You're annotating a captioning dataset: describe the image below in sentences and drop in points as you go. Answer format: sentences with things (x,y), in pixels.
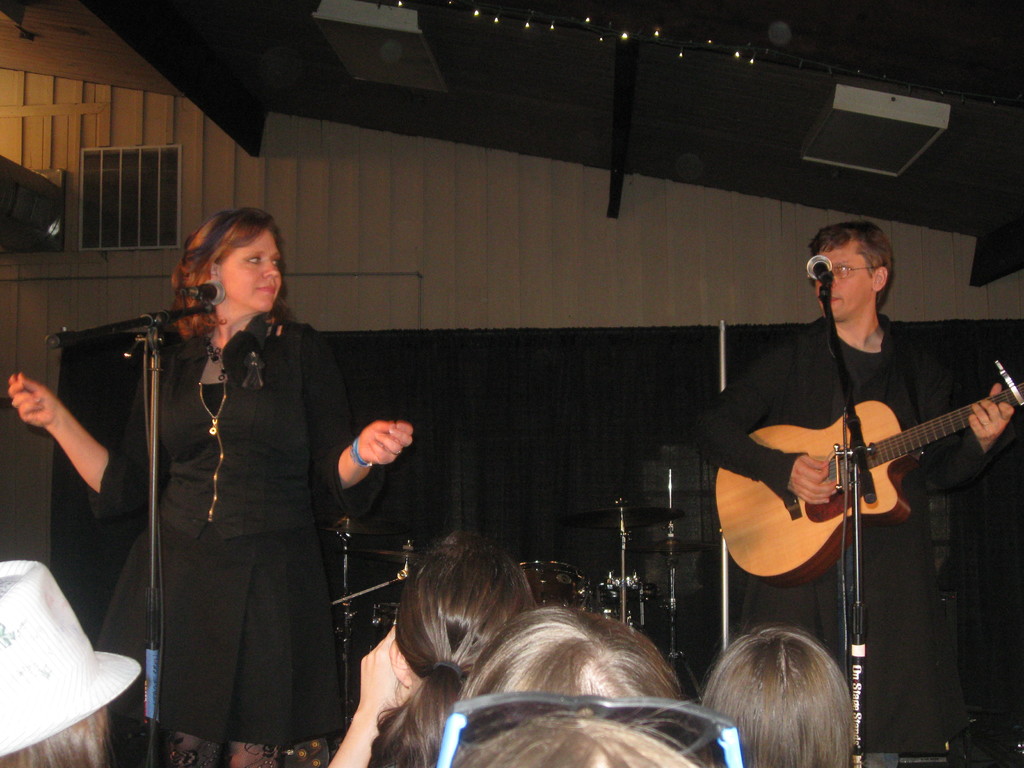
In this there are two people (243,397), one girl (273,412) and one boy (790,378). The boy (805,382) is playing the guitar (765,533) with his hand (824,479) and mic (824,286) in front of him. The girl (242,316) is looking at the man (853,289) who is playing the guitar (850,524). At the bottom (372,668) there are crowd (562,759) who are watching the two people (400,442) on the stage (638,392). At the background (494,265) there is wall (437,294). At the top (568,142) there is ceiling (461,67).
